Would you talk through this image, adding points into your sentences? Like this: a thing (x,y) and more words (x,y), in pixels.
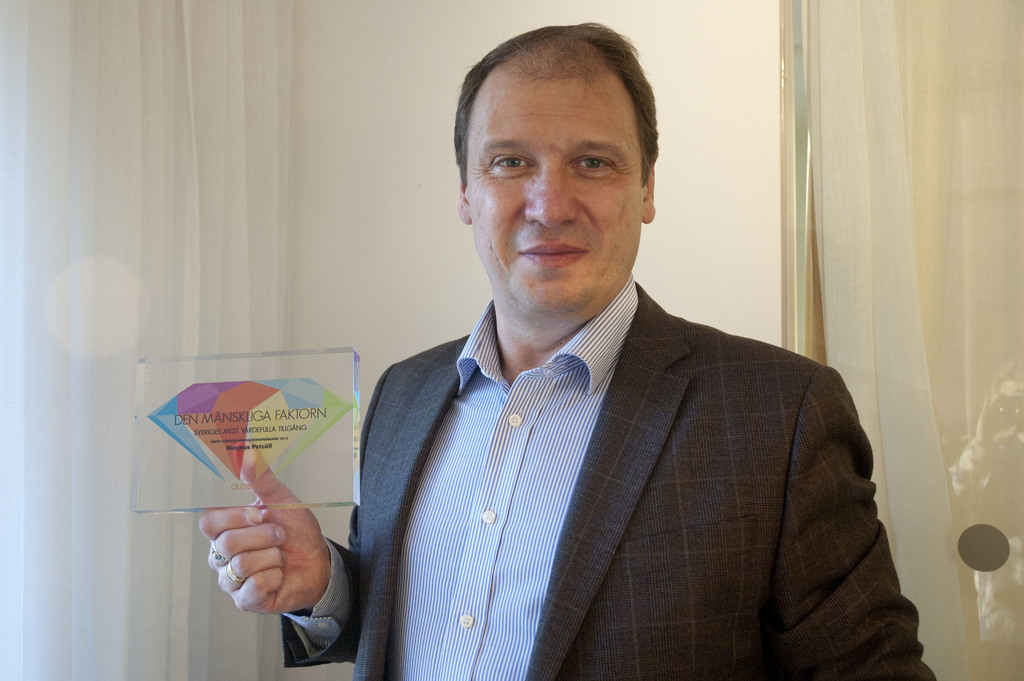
In this image I can see a person (677,417) holding a glass cube (282,392), on the cube (224,415) I can see colorful design (222,433) and text (279,410), in the background (368,360) I can see the wall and curtain (854,163).
